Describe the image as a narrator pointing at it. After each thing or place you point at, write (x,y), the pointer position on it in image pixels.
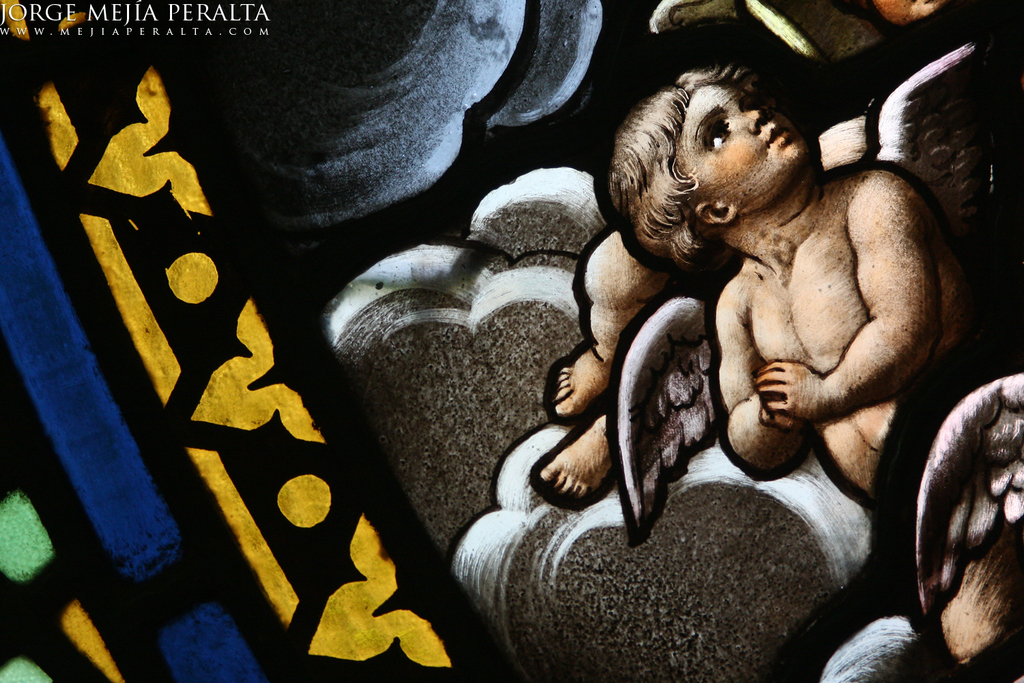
In this image there is a painting (557,317). On the right side (779,323) there is a baby (796,360) who is holding his hands (804,398). There are wings (670,378) to his body (745,317).
